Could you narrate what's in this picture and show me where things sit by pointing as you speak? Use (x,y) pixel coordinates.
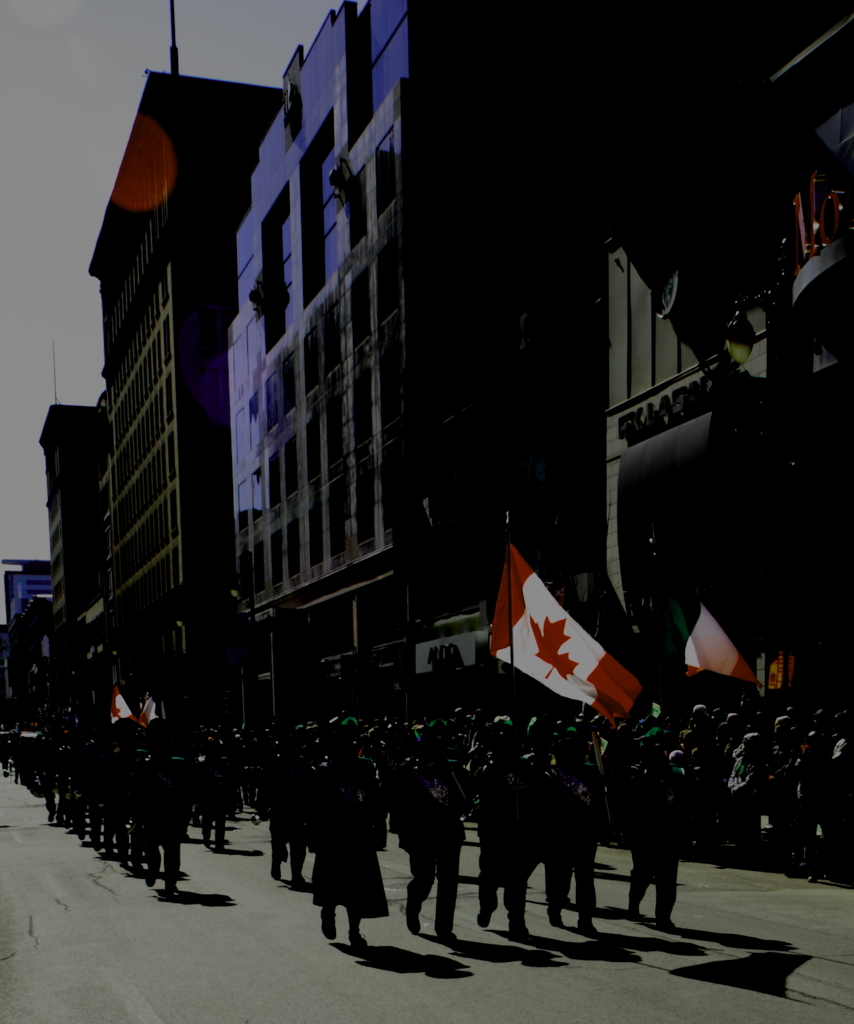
In this image there is the sky (92,113) towards the top of the image (62,40), there are buildings (480,393) towards the right of the image (630,382), there is text (699,403) on the building (564,342), there is road (616,955) towards the bottom of the image (709,942), there are group of persons (736,756) standing on the road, there are group of persons (380,785) marching, there are persons (115,743) holding the flags (113,704).
